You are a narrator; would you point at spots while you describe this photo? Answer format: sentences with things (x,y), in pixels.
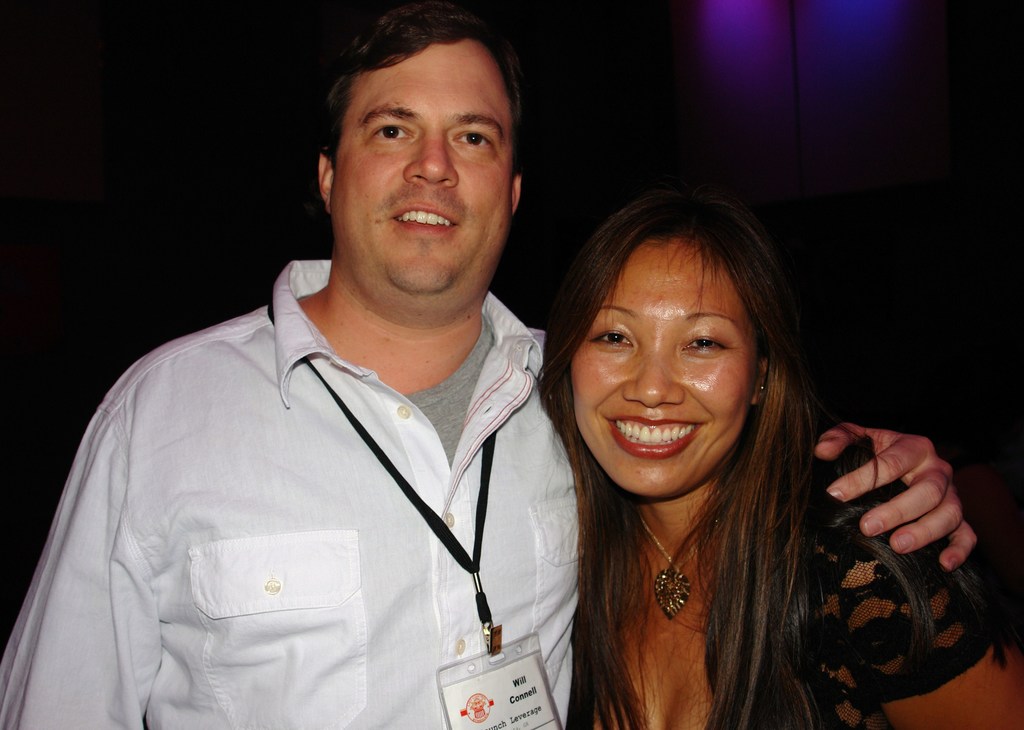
In this image there is a man (393,93) and woman (881,589) standing together in which man (120,615) is wearing tag (494,729).
